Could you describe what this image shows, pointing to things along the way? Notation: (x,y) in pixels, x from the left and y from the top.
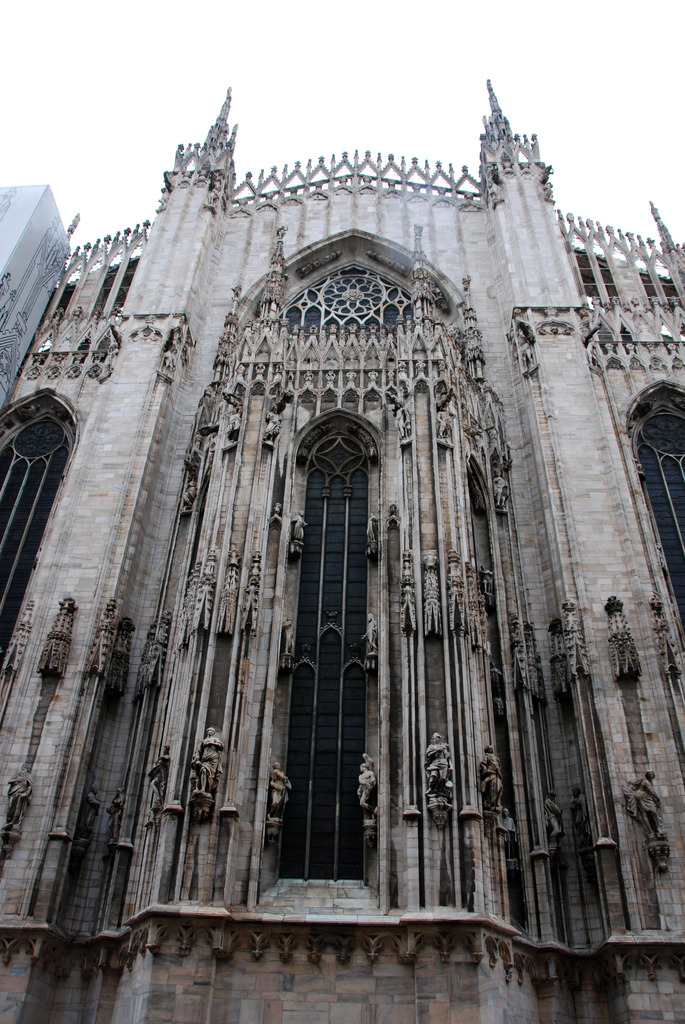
In this image, we can see a building (251,490) with some sculptures (228,605). We can also see a white colored object (10,351) on the left (12,360). We can see the sky (147,169).
